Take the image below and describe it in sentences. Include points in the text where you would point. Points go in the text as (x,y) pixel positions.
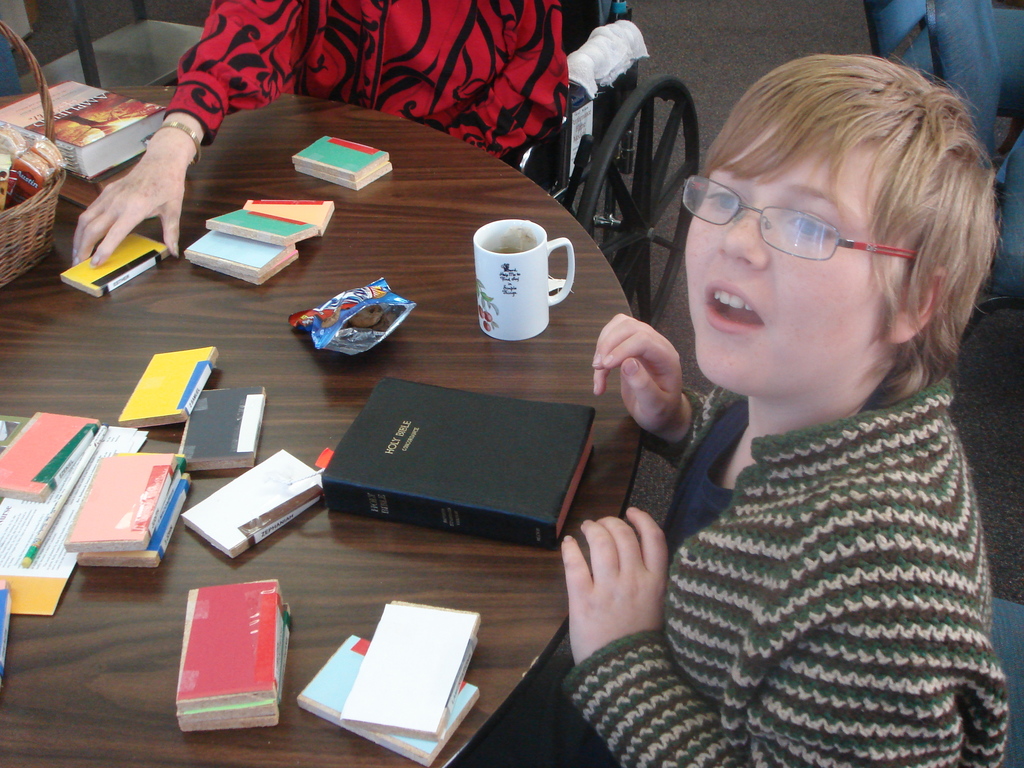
This kid (853,416) wore jacket (843,478), spectacles (790,237) and sitting on chair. In-front of this kid (900,564) there is a table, on this table (515,563) there are books (15,494), cup (495,324), paper (63,575) and basket (1,193). A person (429,92) is sitting on a wheelchair (572,89) and holding a book (131,253).
